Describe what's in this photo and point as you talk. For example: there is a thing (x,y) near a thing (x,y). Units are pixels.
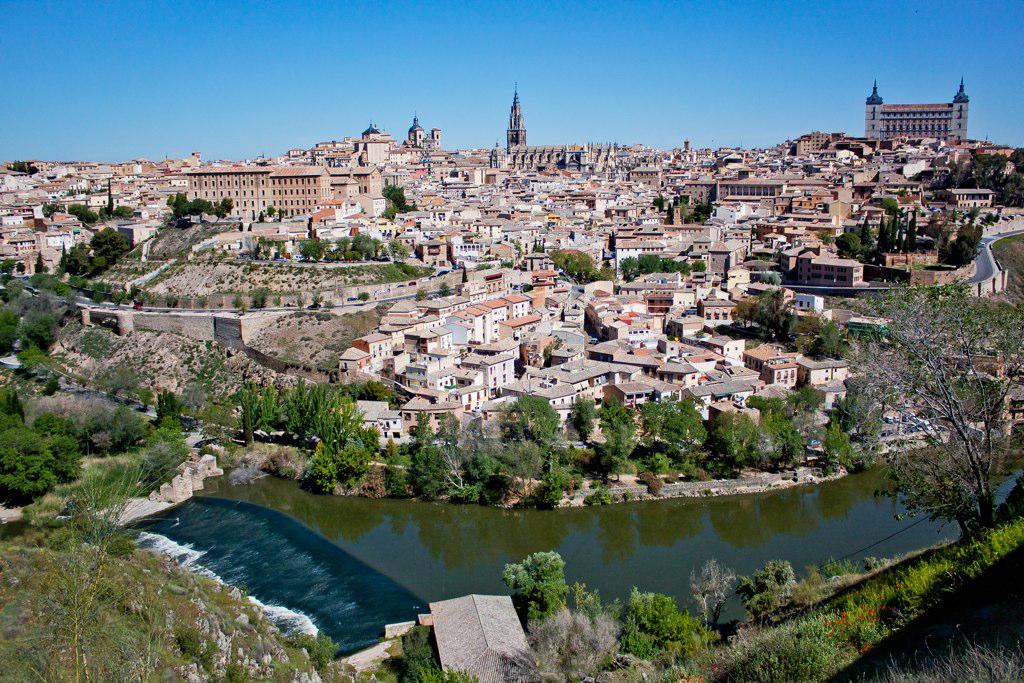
In this image in the center (456,401) there are some buildings (860,266), trees (973,244), houses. And at the bottom (217,553) there is a lake (342,553) sand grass (80,613) and some plants (151,613) and trees (548,613), and in the background (468,108) there are some towers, buildings (865,149) and sky (343,96).
